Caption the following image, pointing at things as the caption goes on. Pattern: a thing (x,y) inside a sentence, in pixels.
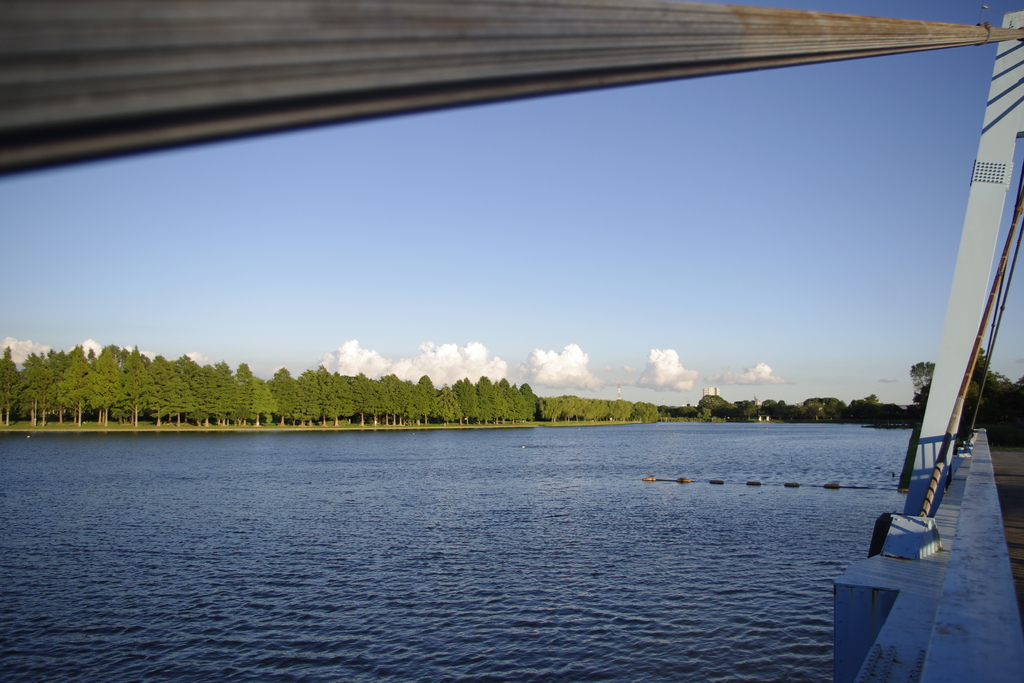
In this image there is a bridge (951,502) on the right side (971,513). Beside the bridge (938,532) there is a river (496,514). In the background (404,404) there are so many trees (472,398). At the top (624,191) there is the sky (600,185). There is a fence (985,518) beside the bridge (948,381) where we can see the iron rods (925,42).
